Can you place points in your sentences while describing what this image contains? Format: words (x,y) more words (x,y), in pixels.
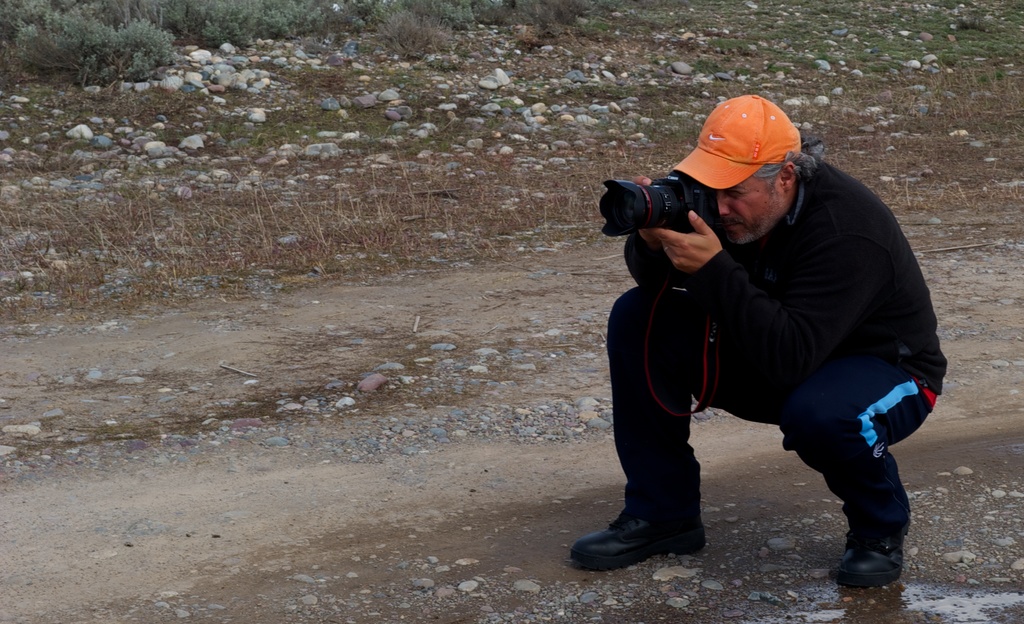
This is a picture of a man (644,446) taking photographs with a camera (688,206) wearing a black hoodie (791,240) and a orange cap (724,114). In the background (154,14) there are few plants (247,36) and stones (118,132) all over the background (60,29) and path (322,325) in the foreground (358,470).
